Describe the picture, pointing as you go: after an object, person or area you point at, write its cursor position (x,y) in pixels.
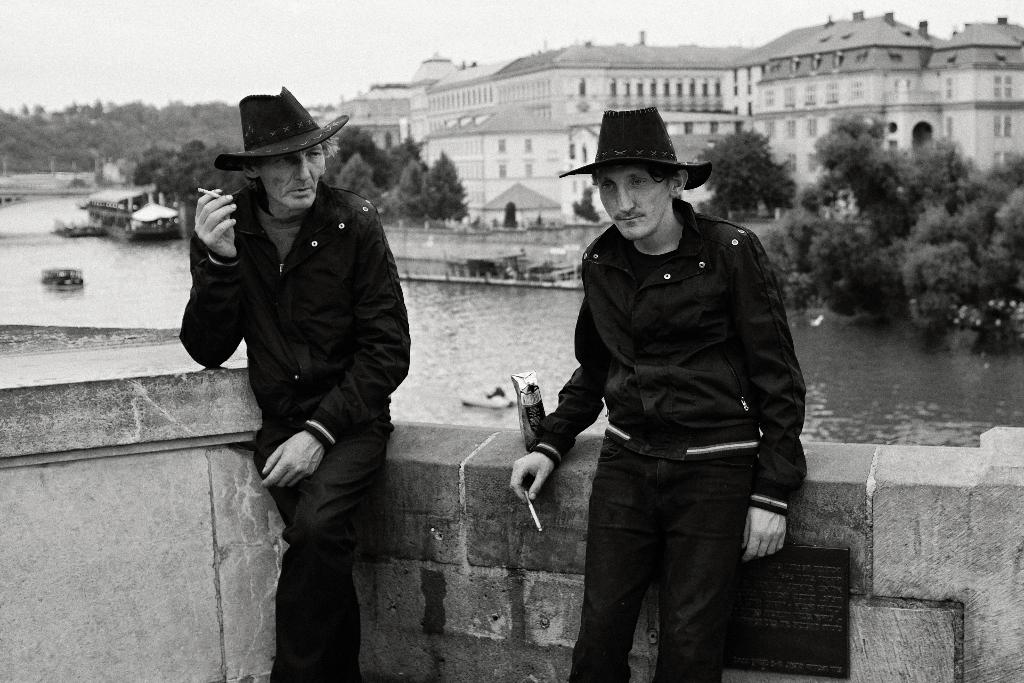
This is a black and white picture. In the foreground of the picture (329,443) there are two men (334,440) standing and smoking. In the center of the picture (485,258) there are trees (848,160), buildings (431,125), ships (90,222) and water (450,327). On the top (481,32) it is sky (370,86).
